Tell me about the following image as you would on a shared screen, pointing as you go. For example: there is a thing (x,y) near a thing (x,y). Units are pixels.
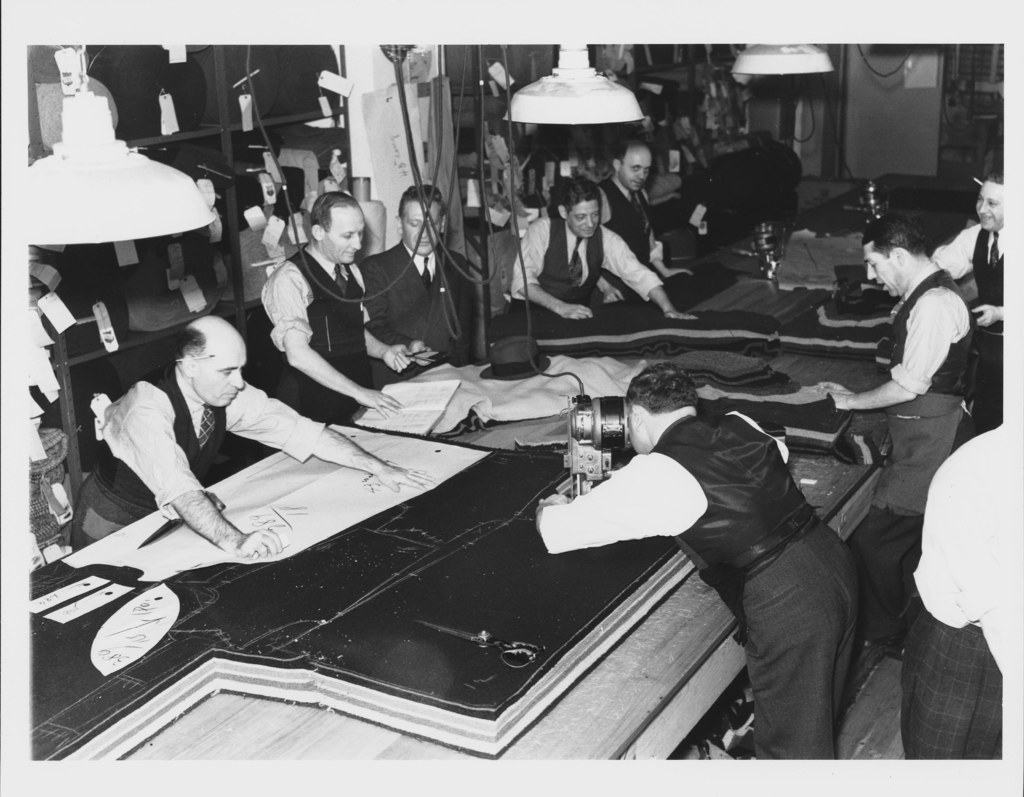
This is a black and white image. In this image we can see a group of men (445,347) standing beside a table (529,645) containing some clothes (539,645), hat (491,369) and some devices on it. In that a man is holding a device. We can also see some papers (176,563), racks (252,328), wires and some ceiling lamps (552,95).
